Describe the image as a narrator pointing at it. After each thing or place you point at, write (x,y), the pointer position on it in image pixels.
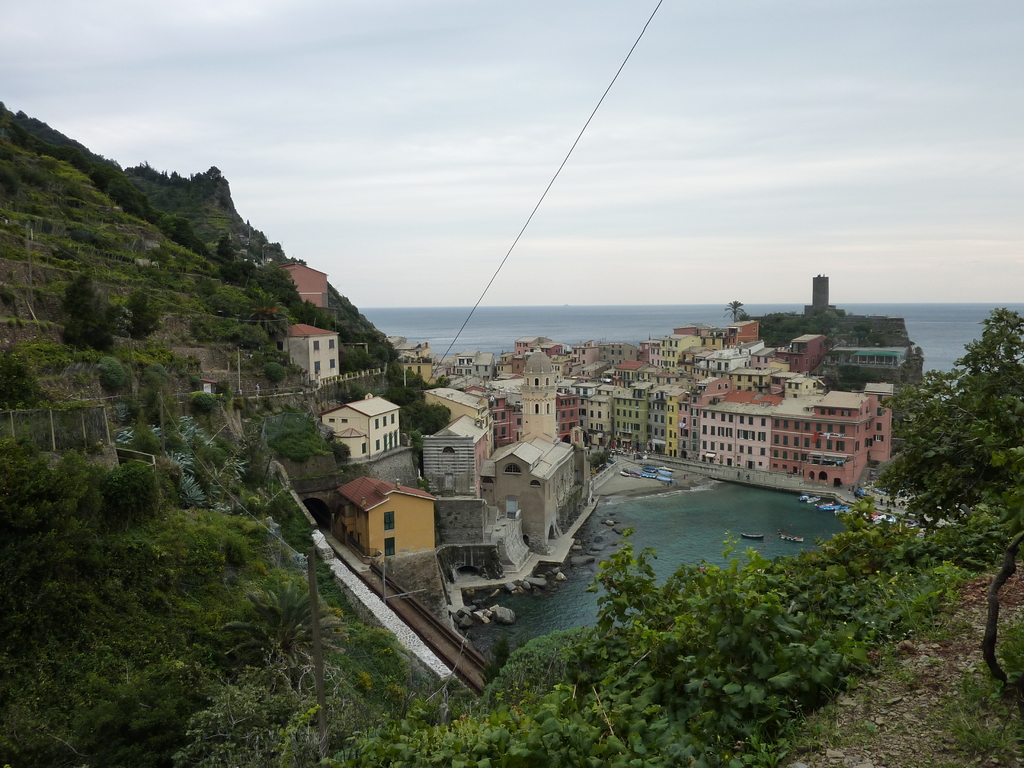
In this image I can see many houses (367,446) and buildings (556,406) with windows (650,416). To the side I can see the water (664,524). There are many trees (406,426) around the houses (591,364). In the background (535,308) I can see the water (432,325) and the sky (436,102).
